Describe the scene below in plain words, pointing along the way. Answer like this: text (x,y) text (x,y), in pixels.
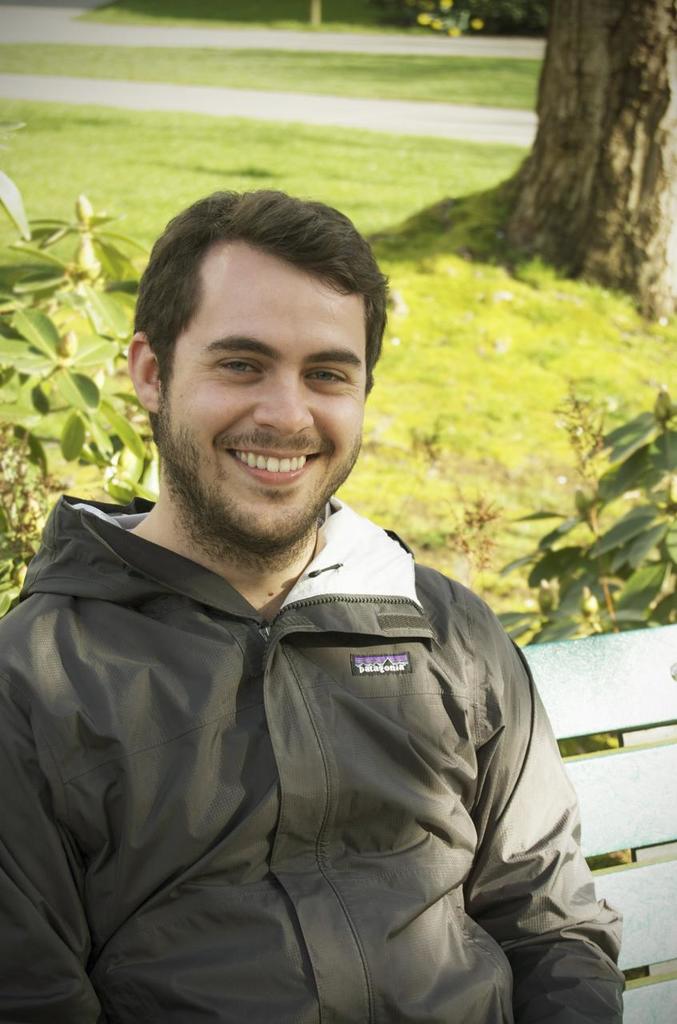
As we can see in the image in the front (279,461) there is a man (291,542) wearing black color jacket (225,840) and sitting on bench (639,927). There is a grass (400,274), plant (649,441) and tree stem (580,169).
